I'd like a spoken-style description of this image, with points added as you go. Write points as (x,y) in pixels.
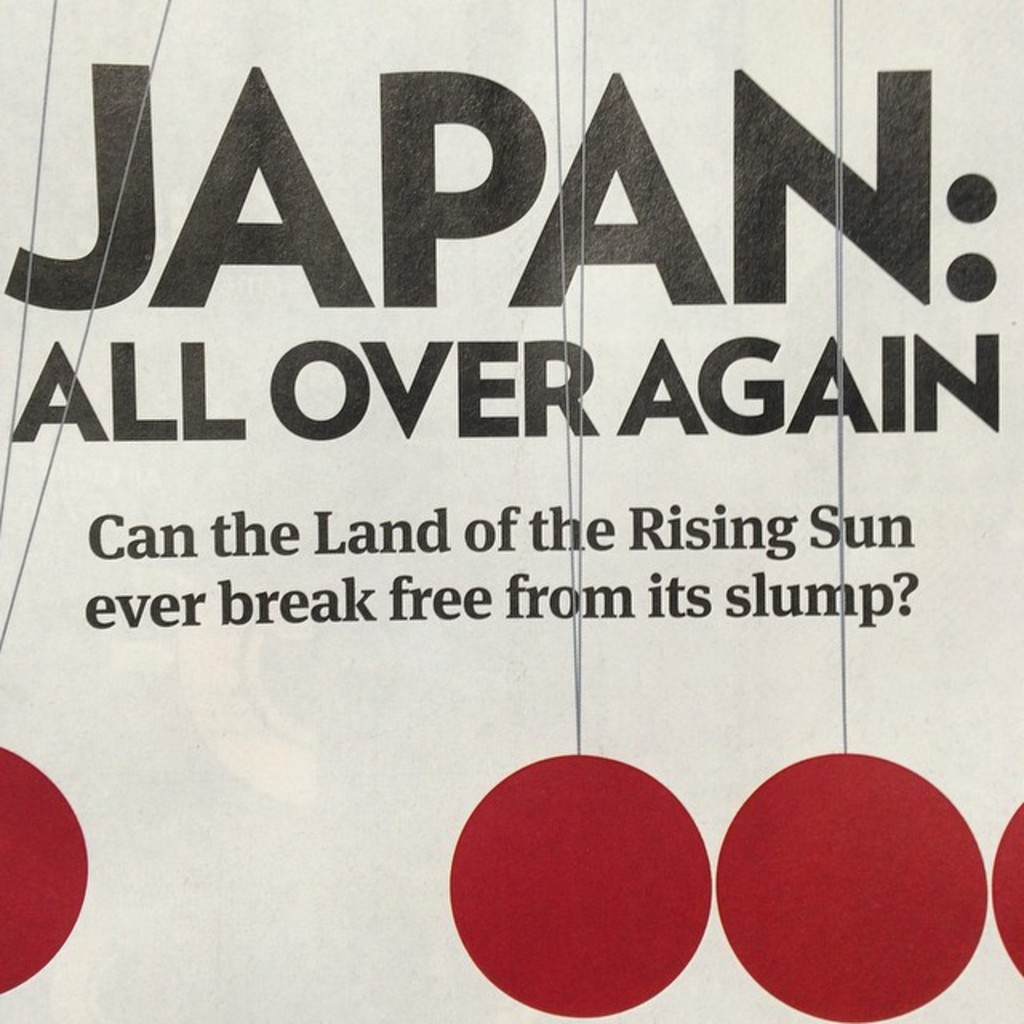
In this image we can see a poster (869,509). On the poster (553,737) we can see red color circles (695,909) and something is written on it.
